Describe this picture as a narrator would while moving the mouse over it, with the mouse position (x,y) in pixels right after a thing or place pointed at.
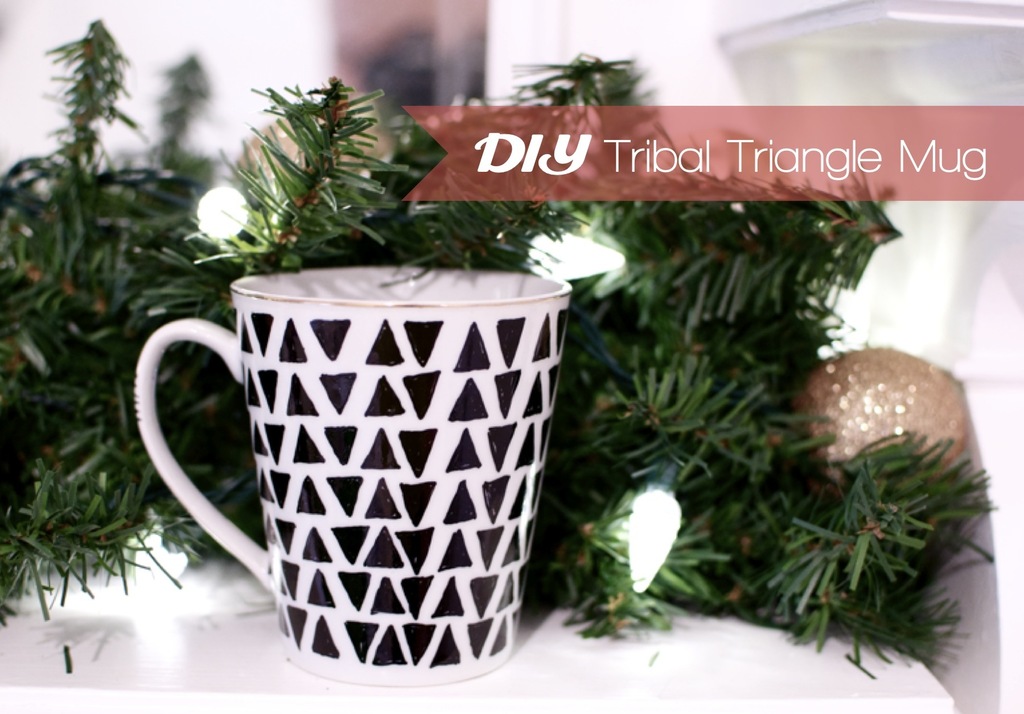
In the image there is a coffee mug (436,550) on a table (214,663) with plants (648,319) behind it along with lights (217,211).
